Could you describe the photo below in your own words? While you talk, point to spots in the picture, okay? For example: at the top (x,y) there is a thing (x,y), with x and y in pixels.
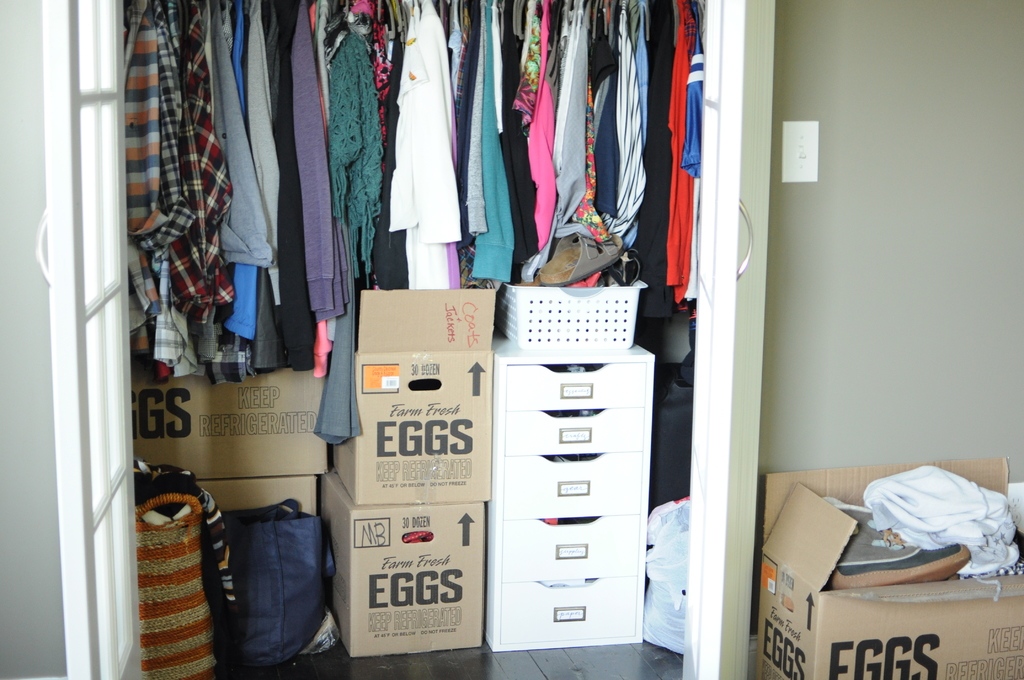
There are a lot of clothes (397,128) and many boxes (380,418) kept inside the wardrobe (114,18) and there is another box (788,628) beside the wardrobe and in the background (920,191) there is a wall (926,344).
